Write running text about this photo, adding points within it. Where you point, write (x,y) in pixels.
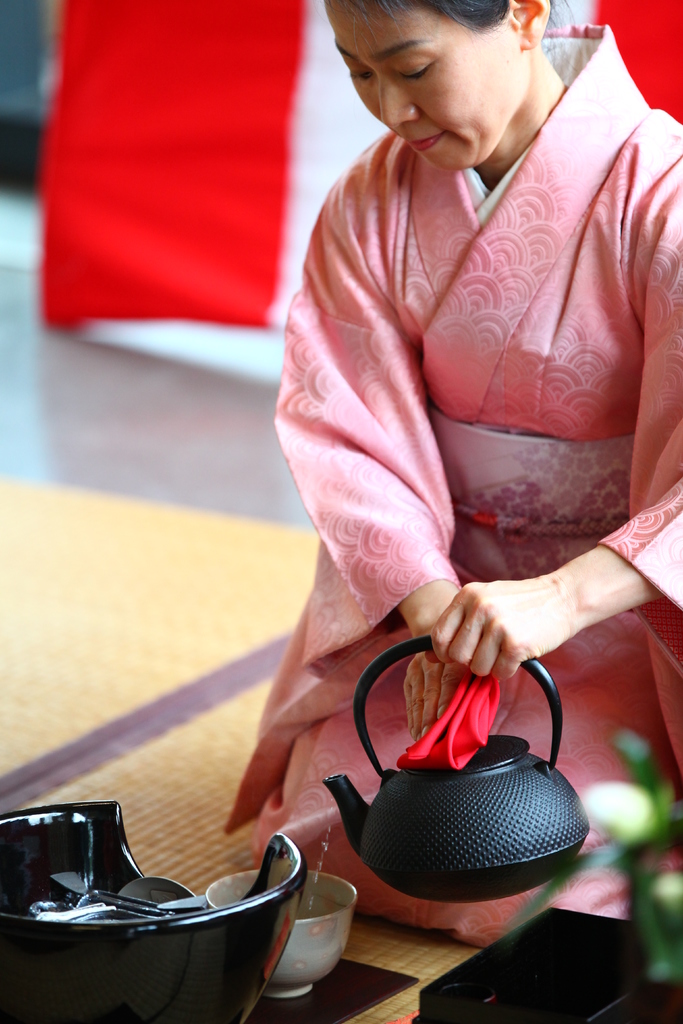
This image is taken indoors. At the bottom of the image (148,691) there is a floor (97,440) with a mat (183,680). On the right side of the image (603,232) a woman (436,326) is sitting on the mat (422,980) and she is holding a kettle (453,812) in her hands (415,631). There is a bowl (124,843) and a few things (270,1016) on the floor (77,643). In the background (80,7) there is a curtain (259,80).
